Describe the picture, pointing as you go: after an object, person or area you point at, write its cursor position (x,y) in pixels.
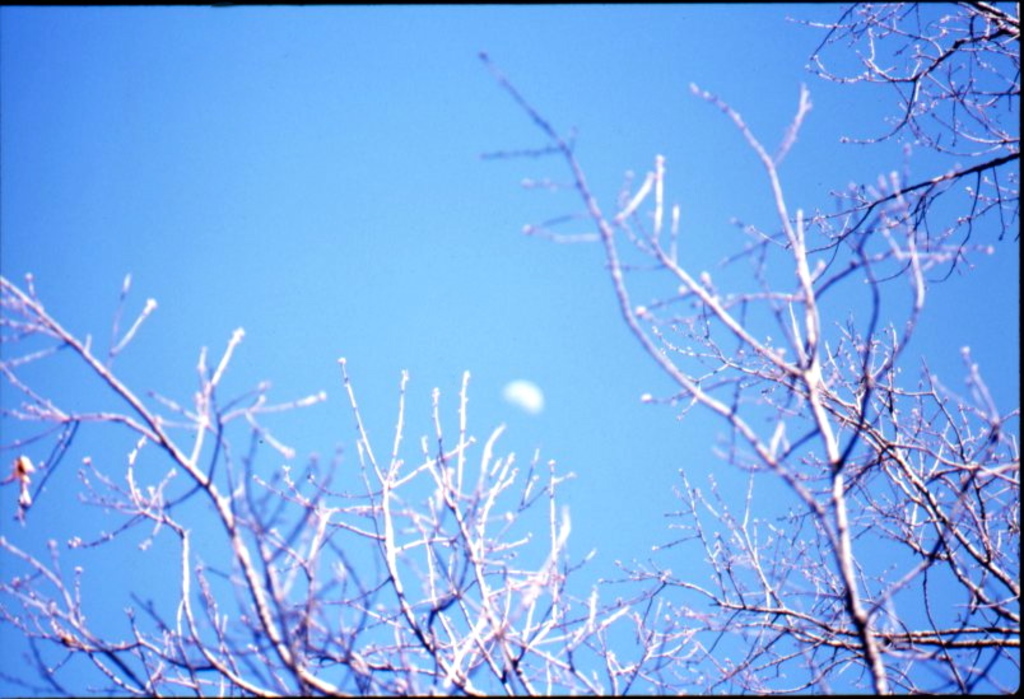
In this picture we can see branches (156,504) of the tree (147,514), we can see the sky (422,259) in the background (412,245).
